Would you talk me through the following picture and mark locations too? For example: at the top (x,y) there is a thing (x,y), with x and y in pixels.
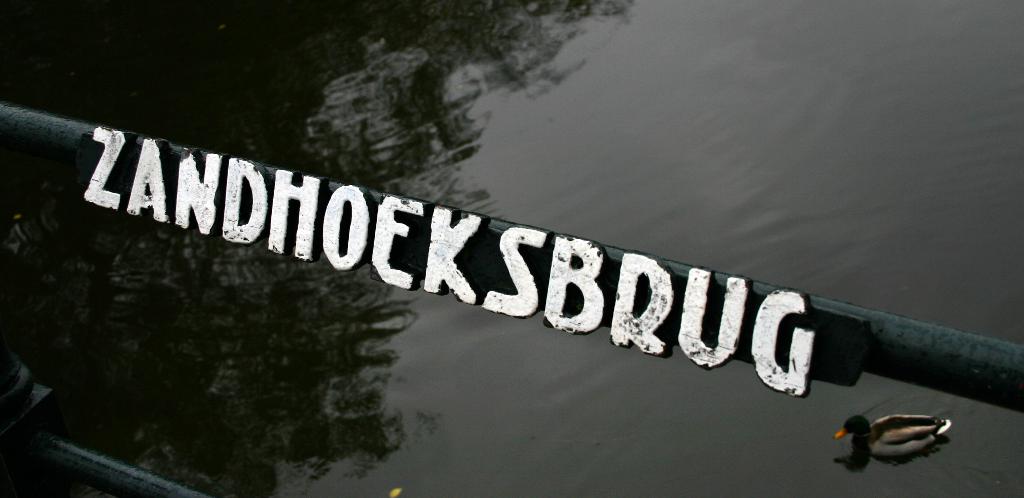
In this image in the center (583,324) there is a rod (368,205) and on the rod (930,356) there is some text (383,232) written and there is water (581,165) in the background (749,179) and on the water (753,177) there is an aquatic bird (900,447) which is visible.
